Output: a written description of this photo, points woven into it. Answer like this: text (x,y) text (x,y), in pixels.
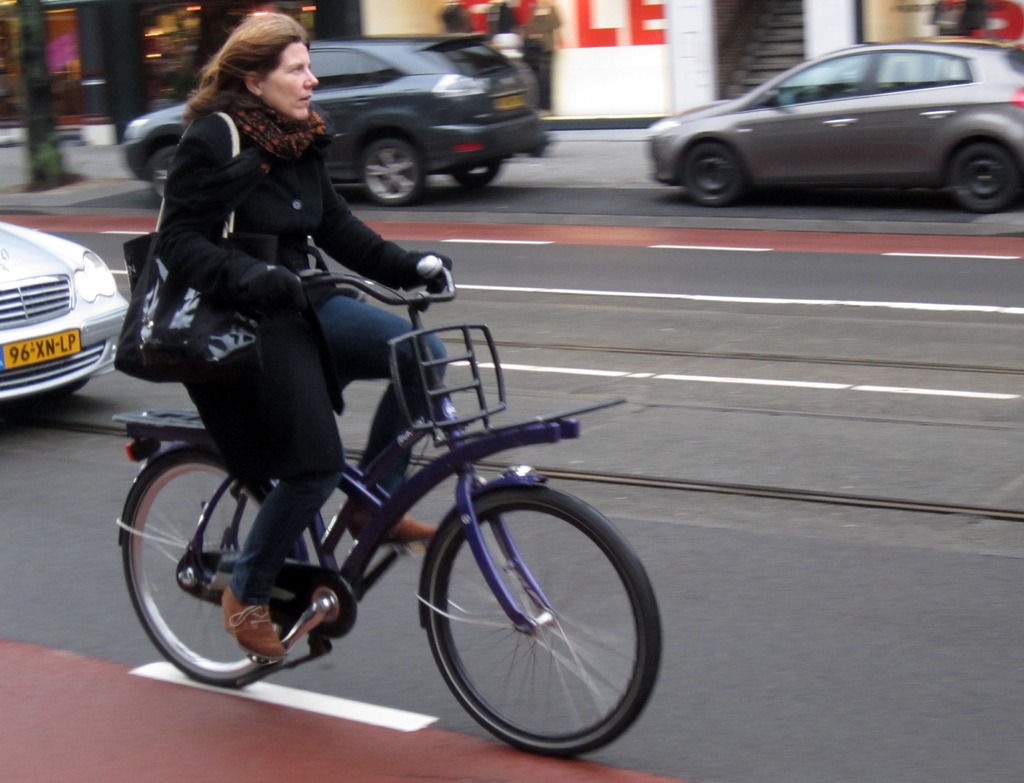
This woman (311,323) wore black jacket (270,357), scarf (299,154) and bag (228,312) rides a bicycle (233,557). On road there are cars (687,119). This are buildings (474,18). This is a staircase (761,45).
